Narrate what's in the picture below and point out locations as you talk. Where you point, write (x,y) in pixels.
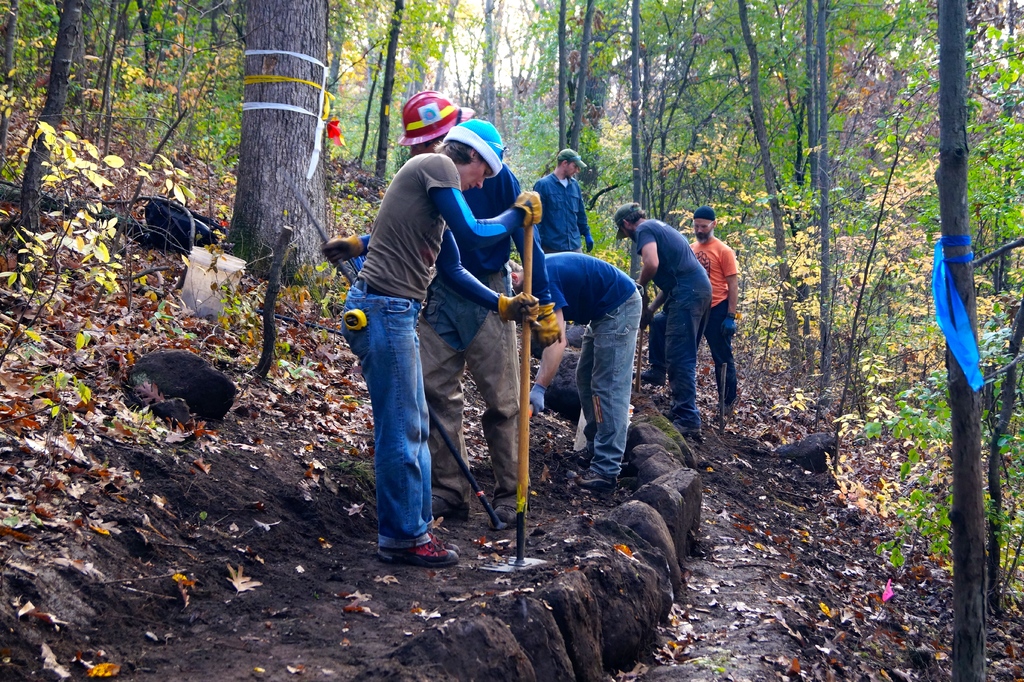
In this picture I can observe some people (396,279) in the middle of the picture (408,333). There are some dried leaves (145,317) on the land (259,449). In the background (915,263) I can observe trees (350,123) and plants (216,71) on the ground (375,663).
